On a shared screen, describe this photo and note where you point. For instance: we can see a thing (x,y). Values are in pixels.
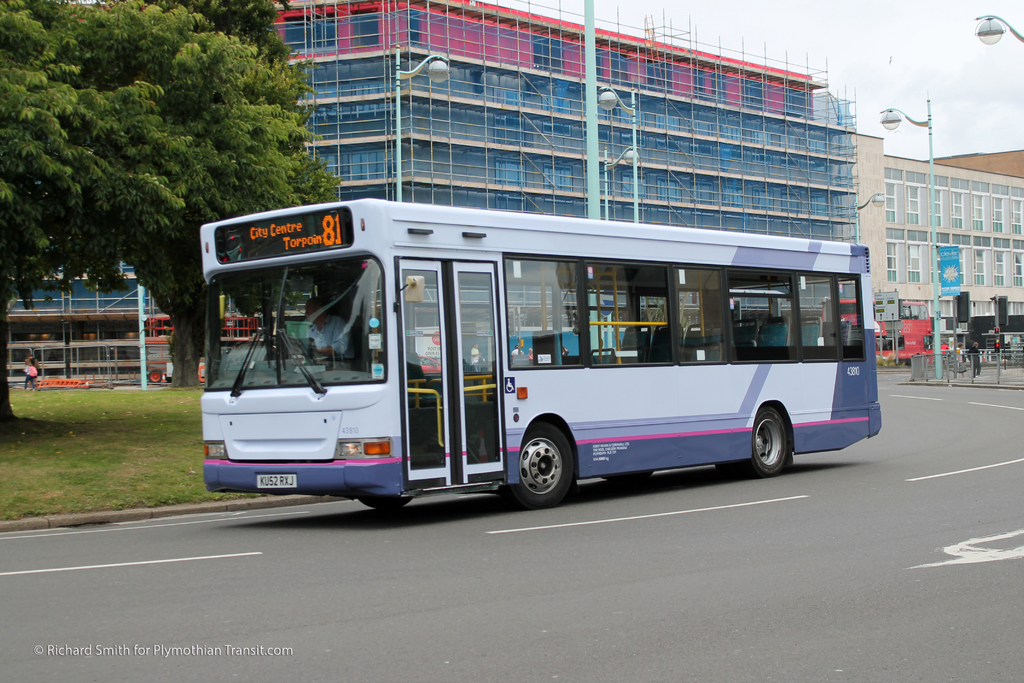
In this image we can see the bus (322,354) on the road (353,567). Here we can see the trees (46,87) and grass (136,430) on the left side (205,141). In the background (925,232), we can see the buildings (558,206). Here we can see the decorative light poles (926,126) on the side of the road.
